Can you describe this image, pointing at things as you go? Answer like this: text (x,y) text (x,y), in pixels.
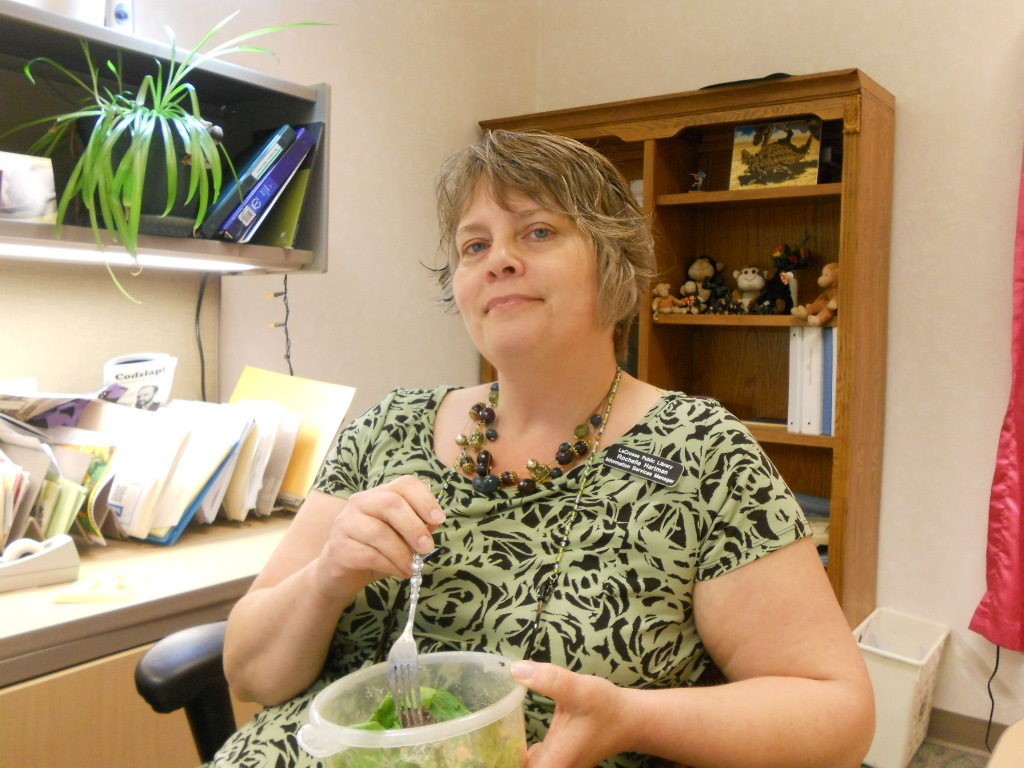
In the image there is a woman (641,668) she is holding a box (470,712) containing some food (421,687) and she is holding a fork (414,611) with another hand (384,564), behind the woman (576,173) there is a cupboard (854,590) and there are some objects (703,261) kept in the shelf (696,245) of the cupboard (654,229), on the left side (190,469) there is a table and on the table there are books (227,438) and files (205,424), in the background (593,48) there is a wall (603,4).
